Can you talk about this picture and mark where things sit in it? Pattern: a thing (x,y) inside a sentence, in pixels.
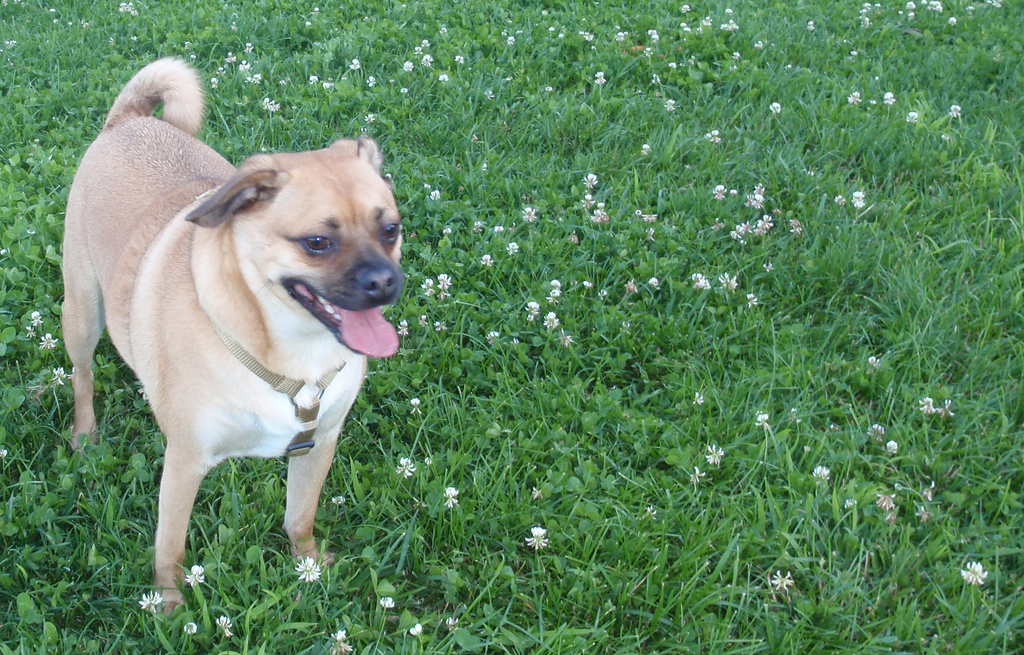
In the image we can see there is a dog (273,348) standing on the ground (642,430) and there are flowers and grass (607,490) on the ground (454,484).
